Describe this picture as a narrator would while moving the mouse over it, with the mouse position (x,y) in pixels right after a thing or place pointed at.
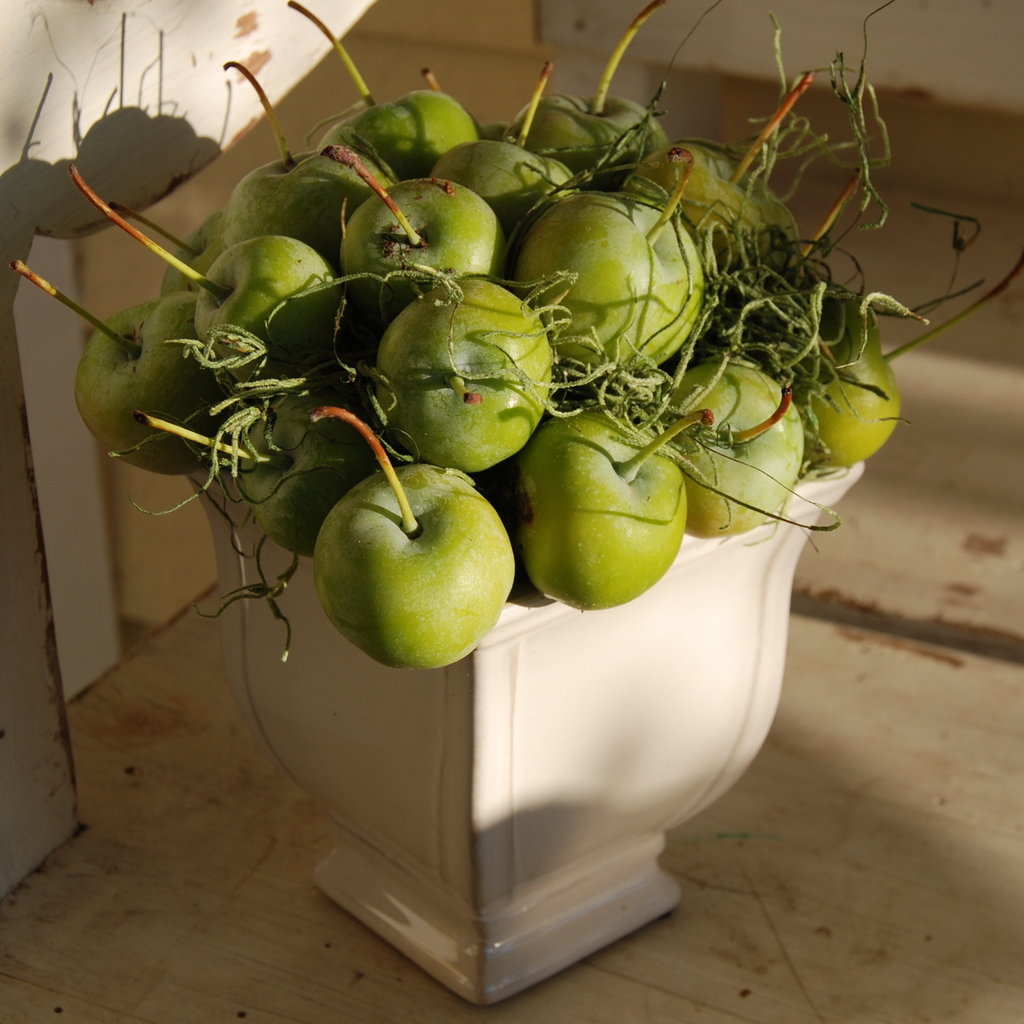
In this image there are so many apples (451,378) in the ceramic pot (560,774). In the background (902,146) there is a wall (449,14). At the bottom (542,987) there is a wooden floor (916,757).
